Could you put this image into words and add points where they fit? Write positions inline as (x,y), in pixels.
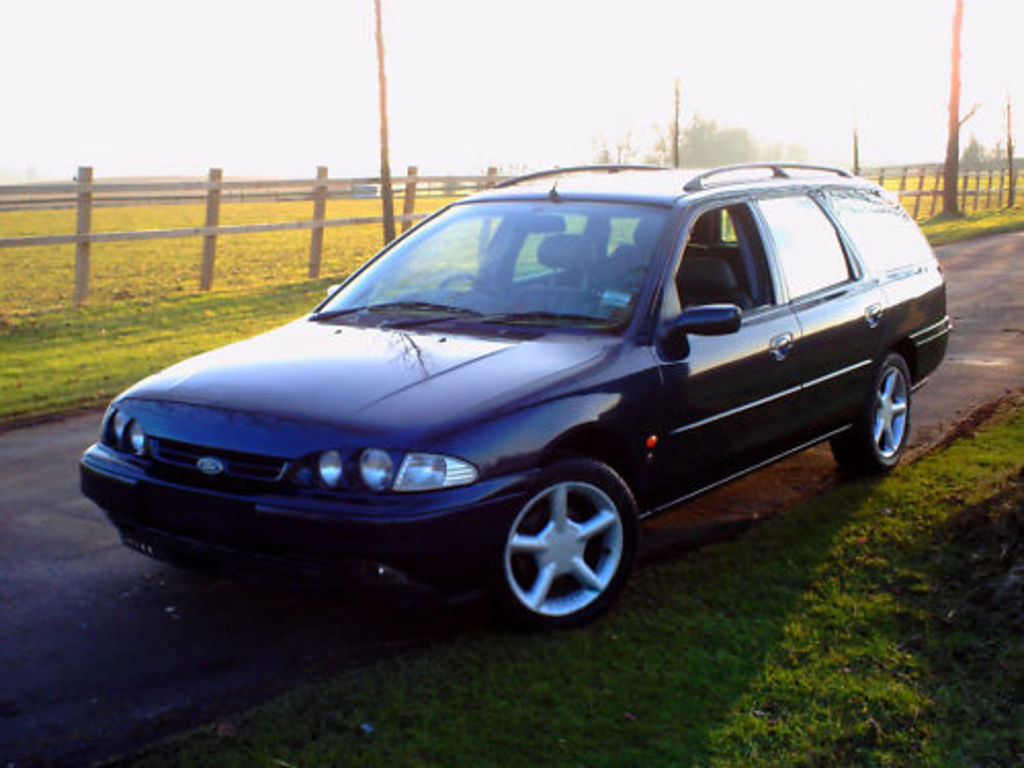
In this image we can see a black color car (601,386) parked on the road (205,686). We can also see the grass (957,699), wooden fence (990,199), trees (717,147) and also poles (1011,193). Sky (336,41) is also visible.
